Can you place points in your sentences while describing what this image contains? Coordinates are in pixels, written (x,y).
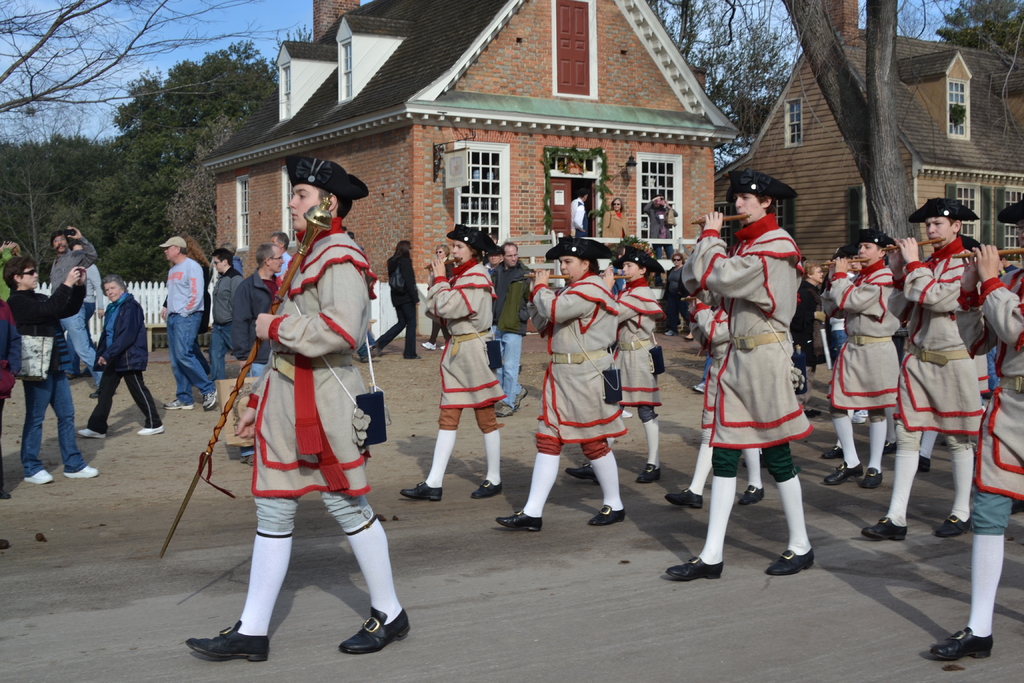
In this image, we can see a group of people (712,284) are walking on the road (399,526). In the background (465,169), we can see some houses (857,188), a group of people (660,197), wooden trunk (897,175), trees (61,168), plants (12,168). At the top (271,54), we can see a sky (267,19), at the bottom (597,536), we can see a road (456,503).
